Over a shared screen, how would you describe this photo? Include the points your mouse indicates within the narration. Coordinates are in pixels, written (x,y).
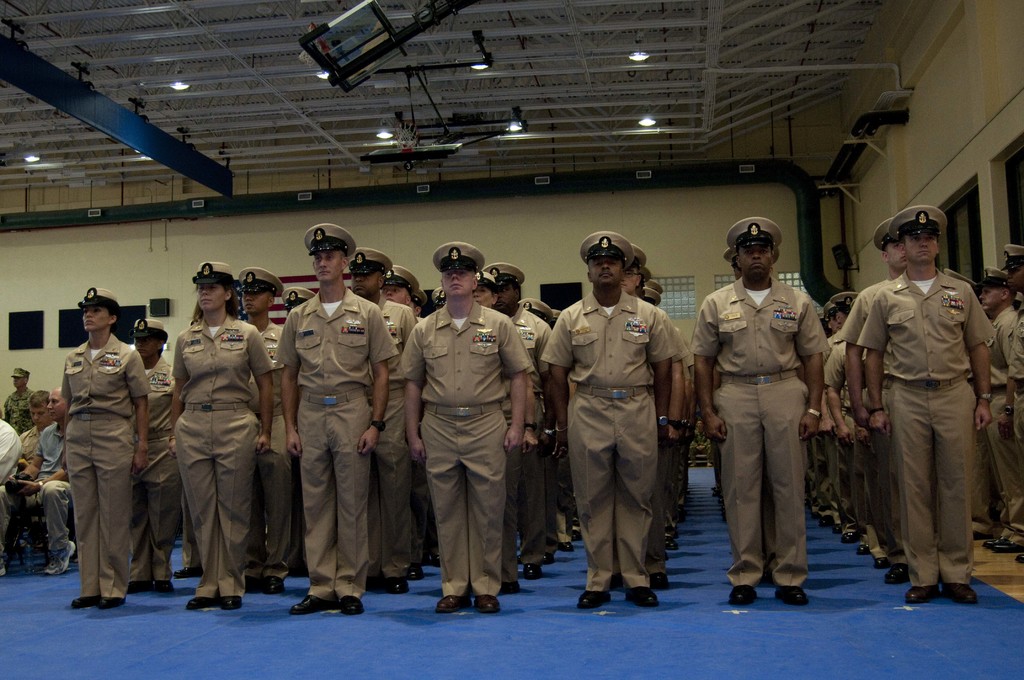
This picture shows few people (917,330) standing and they wore caps (307,291) on their heads (212,271) and few people (37,406) seated on the chairs (14,540) on the side and we see few lights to the ceiling (557,67) and a carpet (858,609) on the floor (786,615).
